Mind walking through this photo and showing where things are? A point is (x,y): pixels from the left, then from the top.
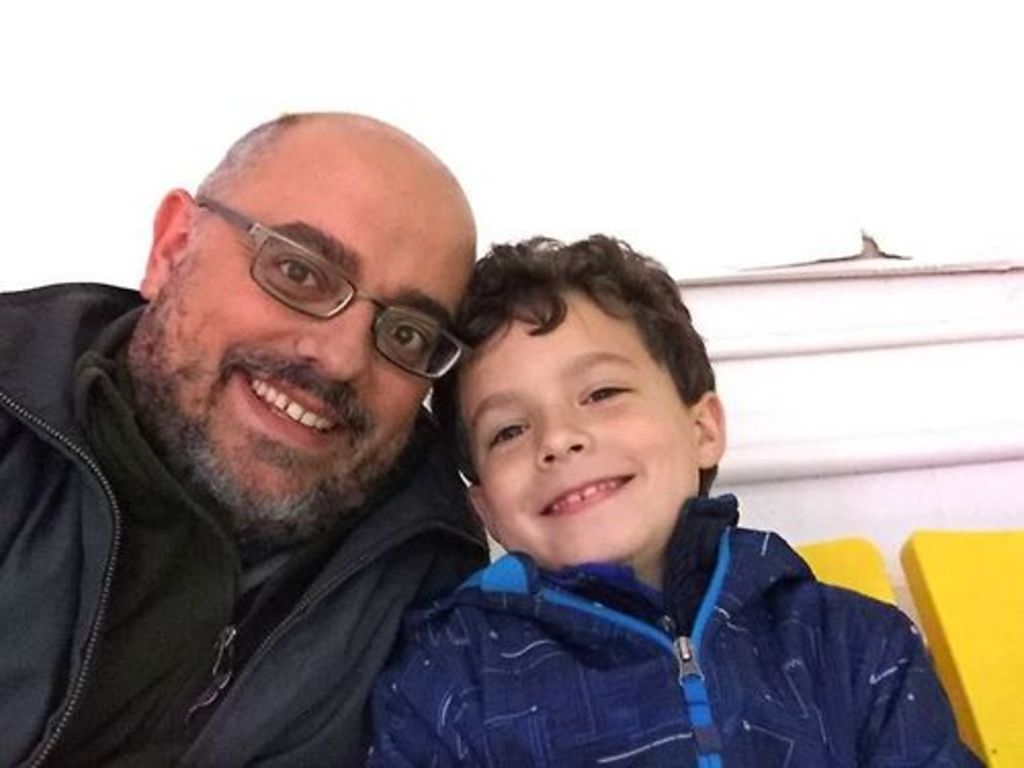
In this picture I can see a man (197,491) and a boy (518,619) seated and I can see smile on their faces (473,491) and men (332,296) wore spectacles (318,267) and I can see white color background (641,192).
